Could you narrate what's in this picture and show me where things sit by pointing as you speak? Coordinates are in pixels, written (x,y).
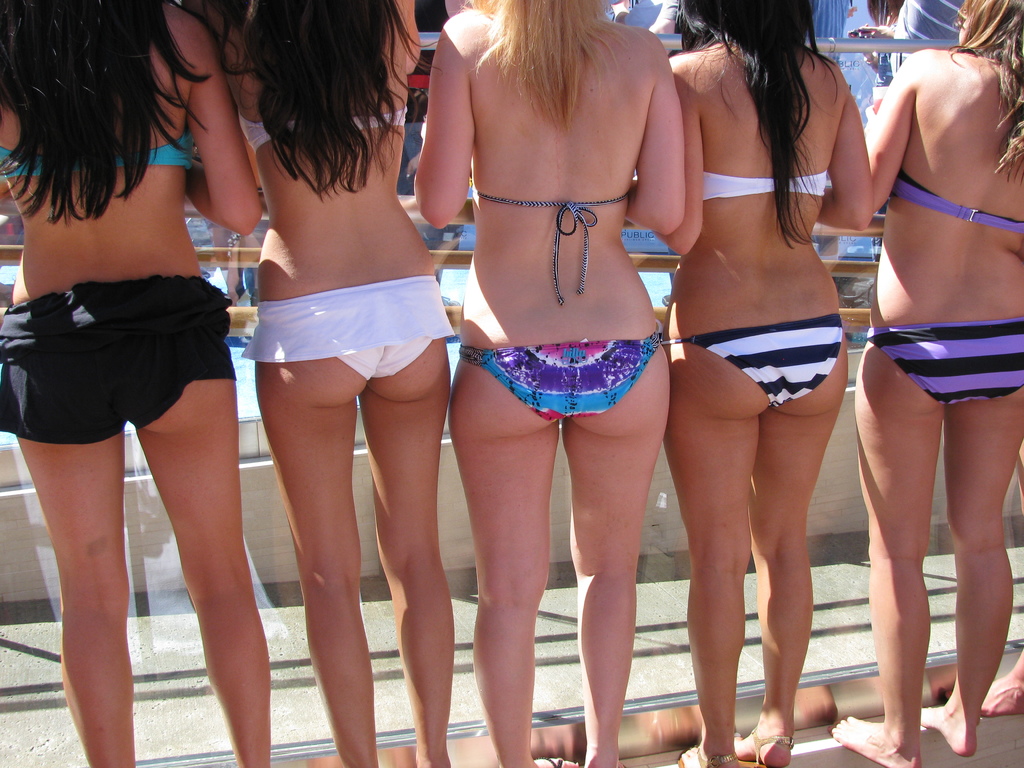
In this picture we observe few women (407,631) are standing and wearing bikinis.
